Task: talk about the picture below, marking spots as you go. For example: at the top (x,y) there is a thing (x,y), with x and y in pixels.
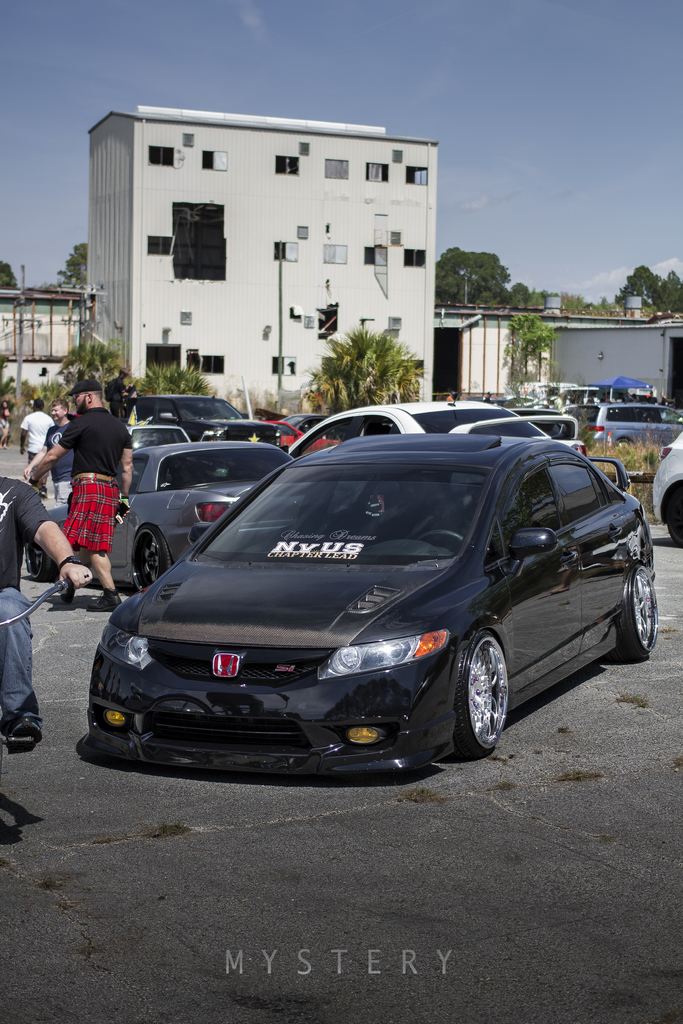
In this picture I can see there are few cars (344,503) parked on the road (581,922) and on to left (98,513) we can find there are few people (94,470) walking and in the backdrop (345,398) I can see there are trees (318,385), buildings (398,283), poles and the sky (430,55) is clear.
